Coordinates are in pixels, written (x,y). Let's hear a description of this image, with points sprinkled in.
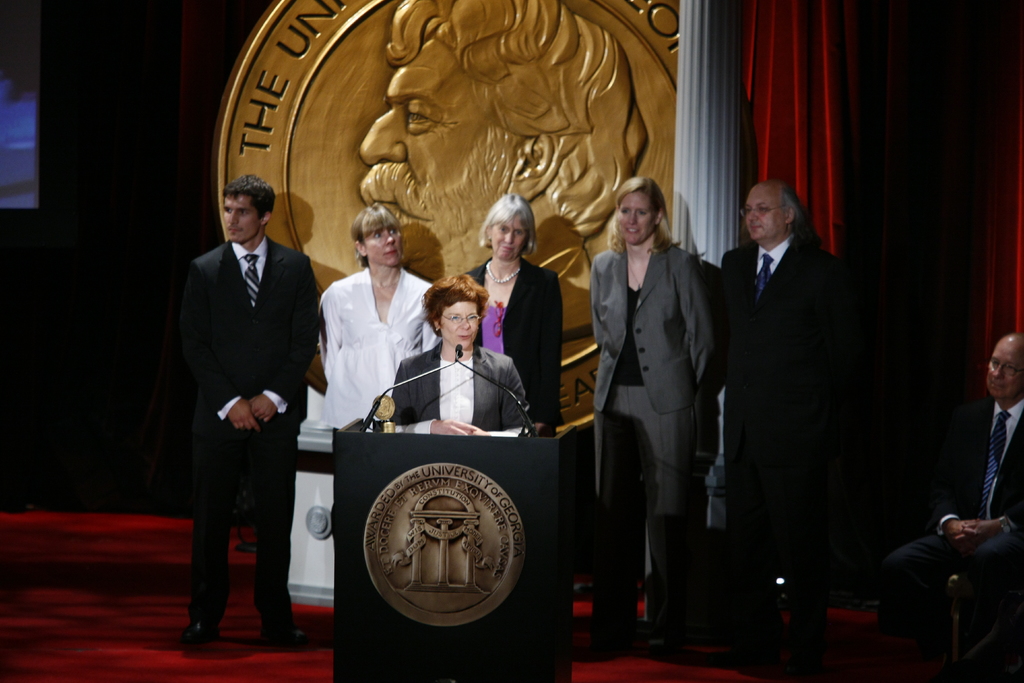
In this image there are people (445,384) standing. In the center (450,430) there is a lady (498,417) standing, before her there is a podium (538,453) and there are mics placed on the podium (452,459). In the background (403,163) there is a board (446,139), pillar (715,188) and a screen (26,135). On the right (989,555) there is a person (974,556) sitting.
